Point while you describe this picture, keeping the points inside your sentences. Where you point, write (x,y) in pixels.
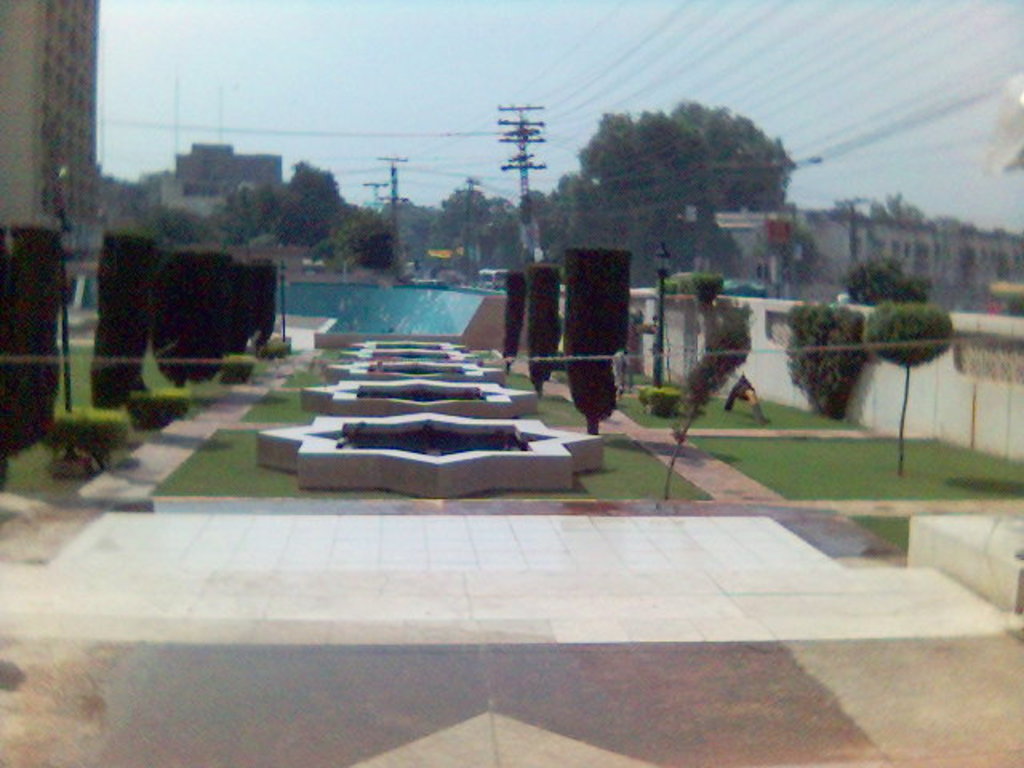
In this picture we can see on the path (146,467) there are plants (103,441) and other things (408,431). On the right side of the plants (571,273) there is a wall (774,351). Behind the wall (768,356) there are electric poles (395,204) with cables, trees (285,186), buildings (206,203) and a sky (453,90).
